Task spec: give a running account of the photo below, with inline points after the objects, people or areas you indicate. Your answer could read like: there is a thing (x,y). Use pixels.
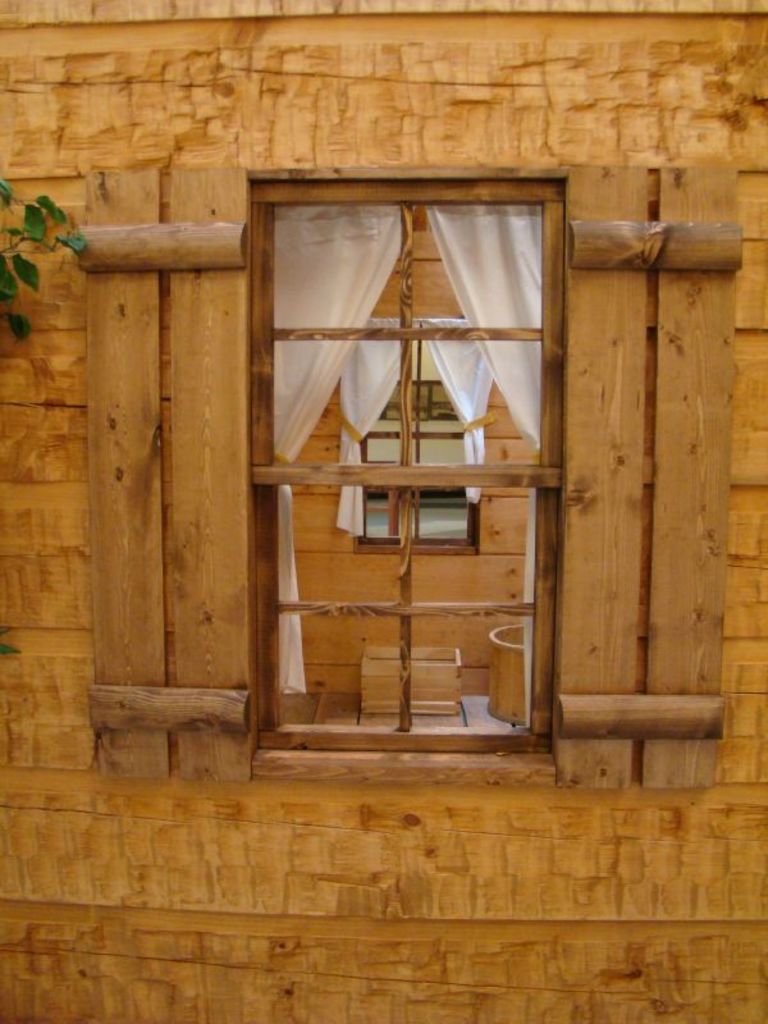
In the picture we can see a wall (586,788) with a window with wooden frame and some curtains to it and in the window (508,740) we can see a wall (332,551) again with a window (380,426) with some curtains (355,372) to it.
